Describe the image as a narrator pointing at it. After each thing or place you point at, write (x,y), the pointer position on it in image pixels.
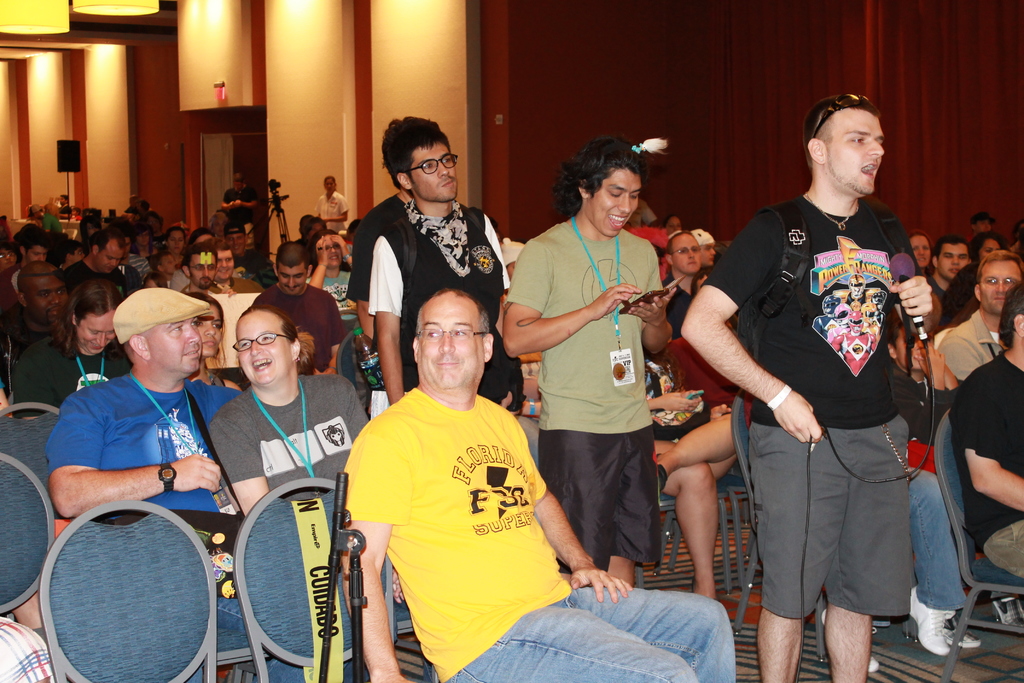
In this image there are a few people (184,337) sitting in chairs (349,323), in front of them there are three persons (630,338) standing and one of them is holding a mic (905,274) in his hand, behind them there are two people (250,221) standing and there is a camera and a speaker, in the background of the image (105,202) there are curtains (752,111) and walls (303,77).
